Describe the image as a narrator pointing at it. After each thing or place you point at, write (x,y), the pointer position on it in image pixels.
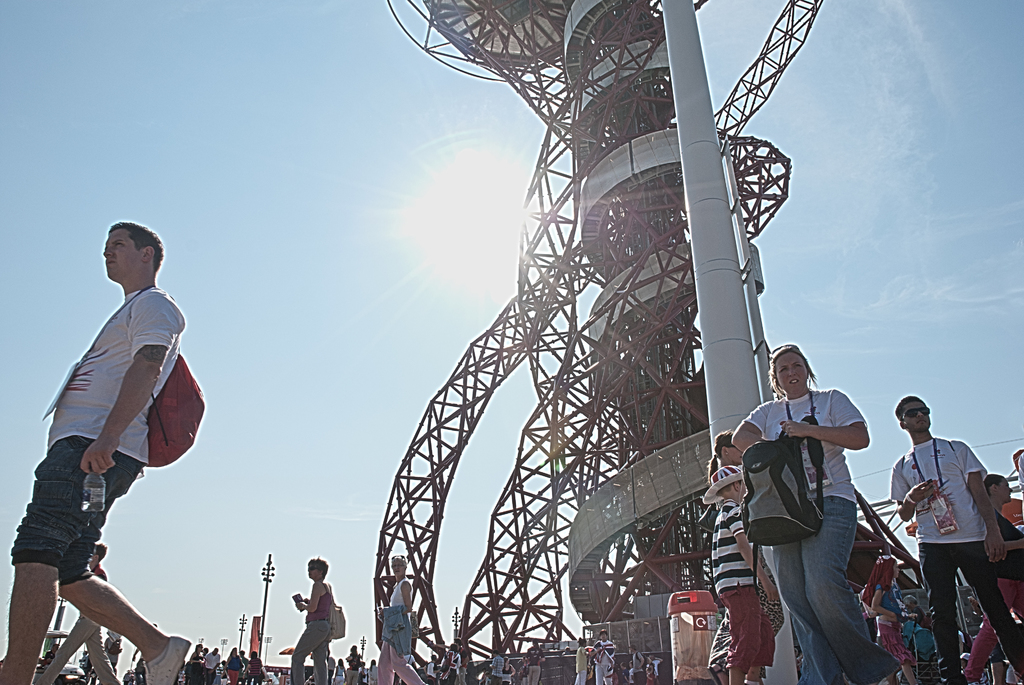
In the picture I can see these people (62,546) are walking on the road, I can see tower (626,212), poles (751,271), few objects (672,626) and I can see the sun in the sky (413,228).
